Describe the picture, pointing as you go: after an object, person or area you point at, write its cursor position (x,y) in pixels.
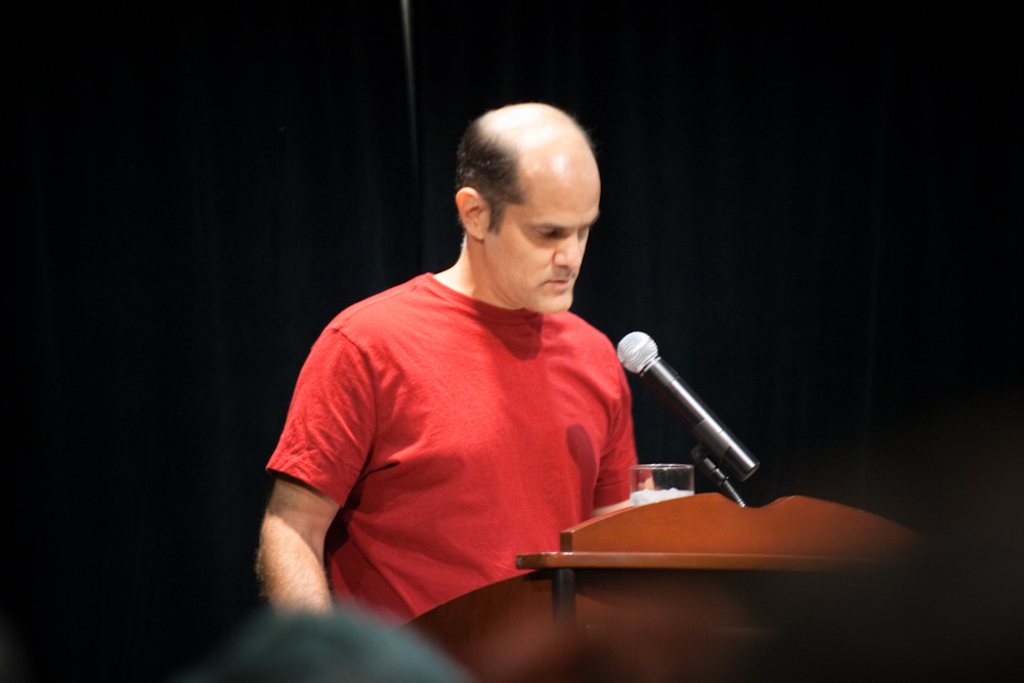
Here we can see a man (538,534) is standing at the podium (641,520) and on the podium (623,511) we can see a microphone (707,435) and a water glass (667,486). In the background (279,111) the image is black in color.
